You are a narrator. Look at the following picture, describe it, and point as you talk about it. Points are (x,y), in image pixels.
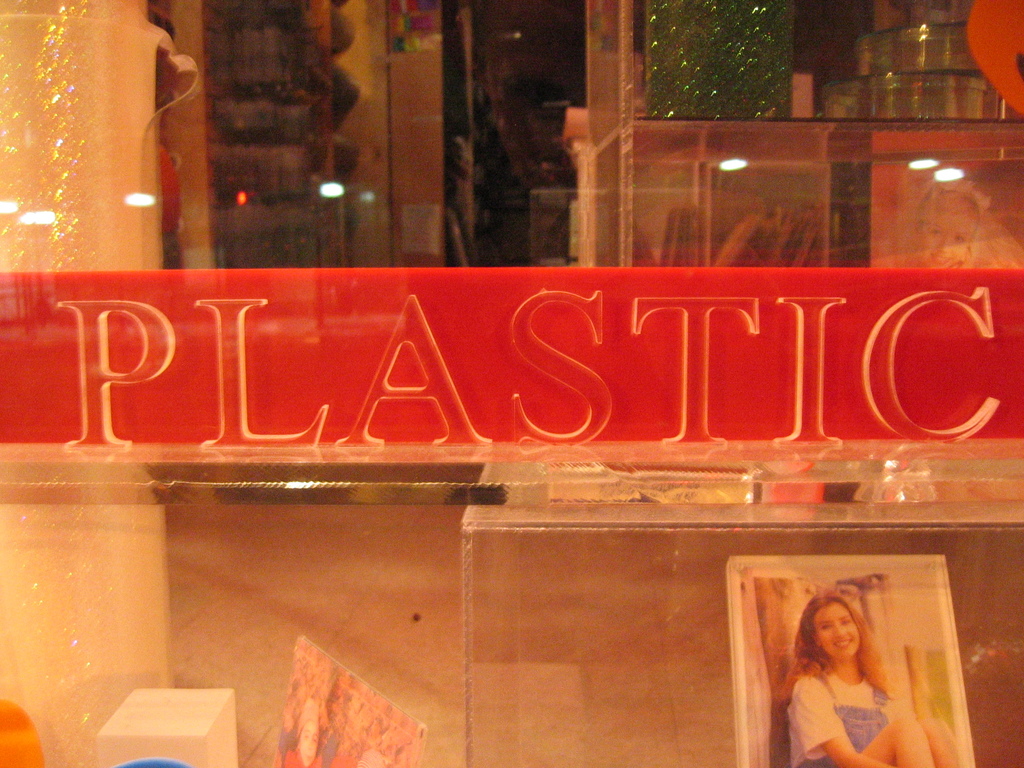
There is plastic (556,357) written on red surface (643,375) and there are some other objects (766,165) in the background (751,144).
